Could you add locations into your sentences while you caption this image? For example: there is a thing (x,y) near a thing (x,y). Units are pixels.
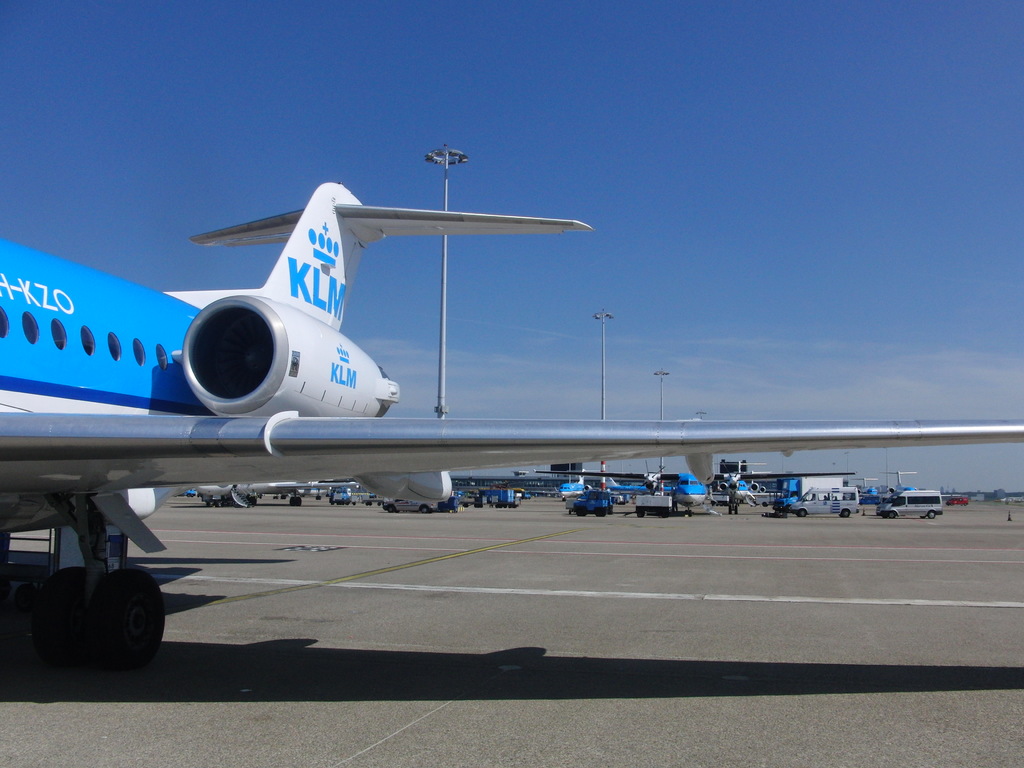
In this image we can see a flight (170,357). In the back (226,502) there are many vehicles (585,500). Also there are light poles (441,338). In the background (703,284) there is sky (782,277) with clouds (483,356).
